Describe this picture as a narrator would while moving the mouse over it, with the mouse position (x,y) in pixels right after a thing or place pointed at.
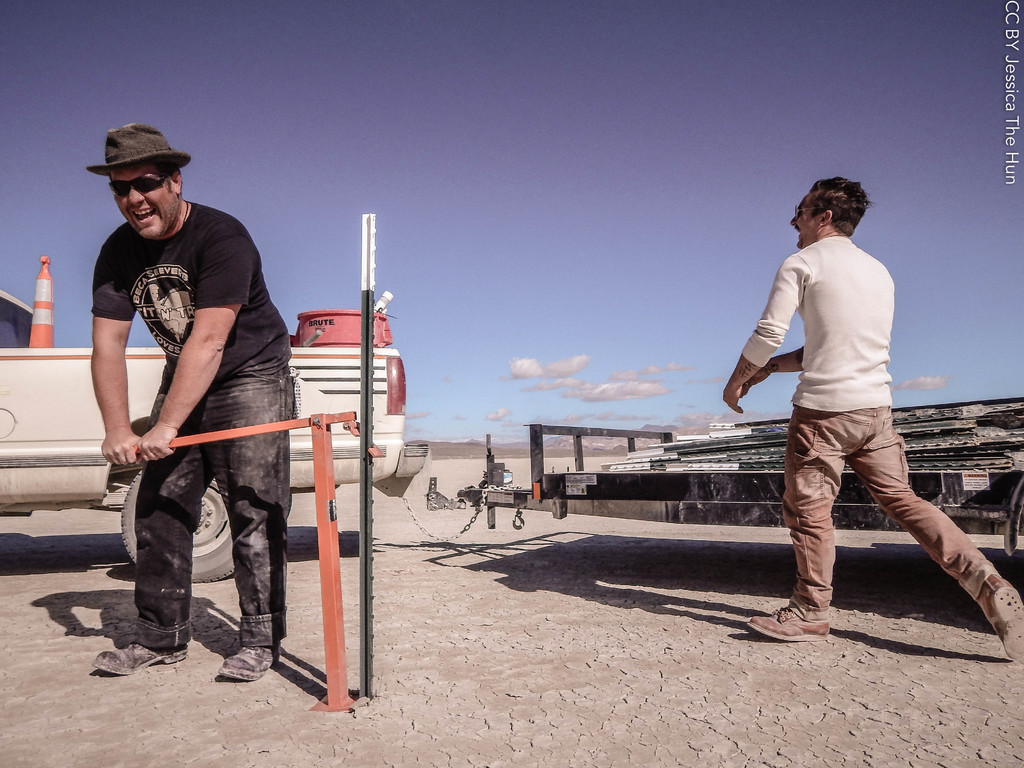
In the picture I can see people (773,616) are on the floor (442,562), behind we can see vehicles (632,440) are attached with chain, one person (260,496) is holding an object (320,500).
